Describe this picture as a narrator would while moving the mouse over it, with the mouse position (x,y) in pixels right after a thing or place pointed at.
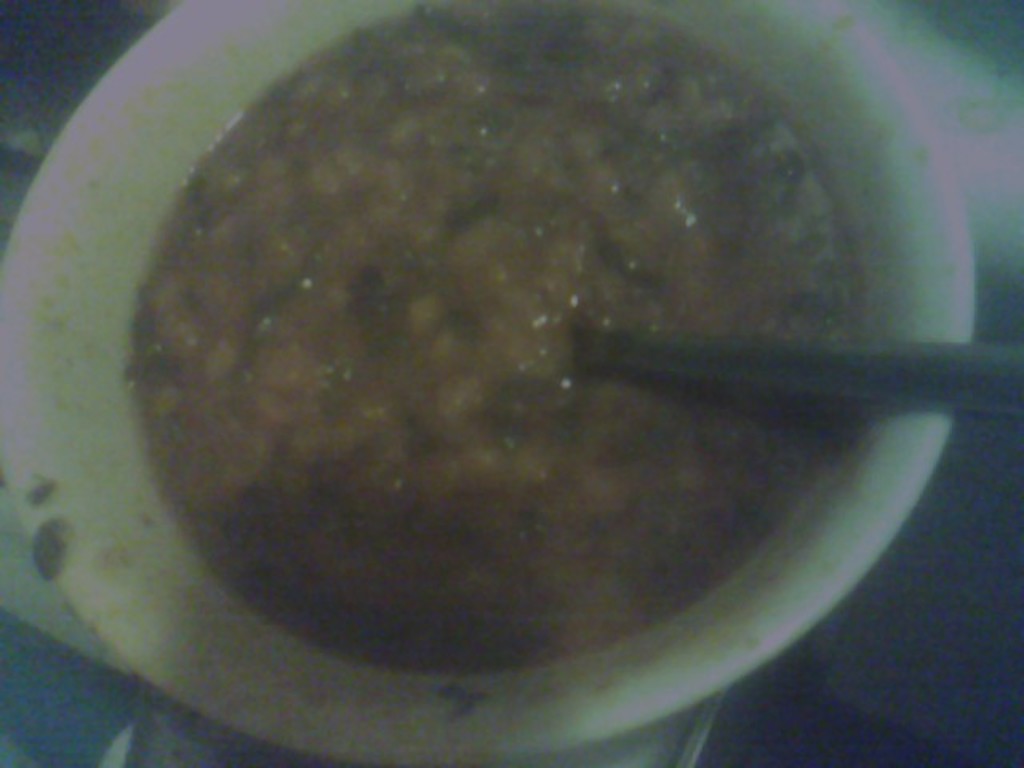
In this image, we can see a table (96,688), on that table (99,686), we can see a bowl (126,541) with some food (259,431) and a spoon (1001,349).
